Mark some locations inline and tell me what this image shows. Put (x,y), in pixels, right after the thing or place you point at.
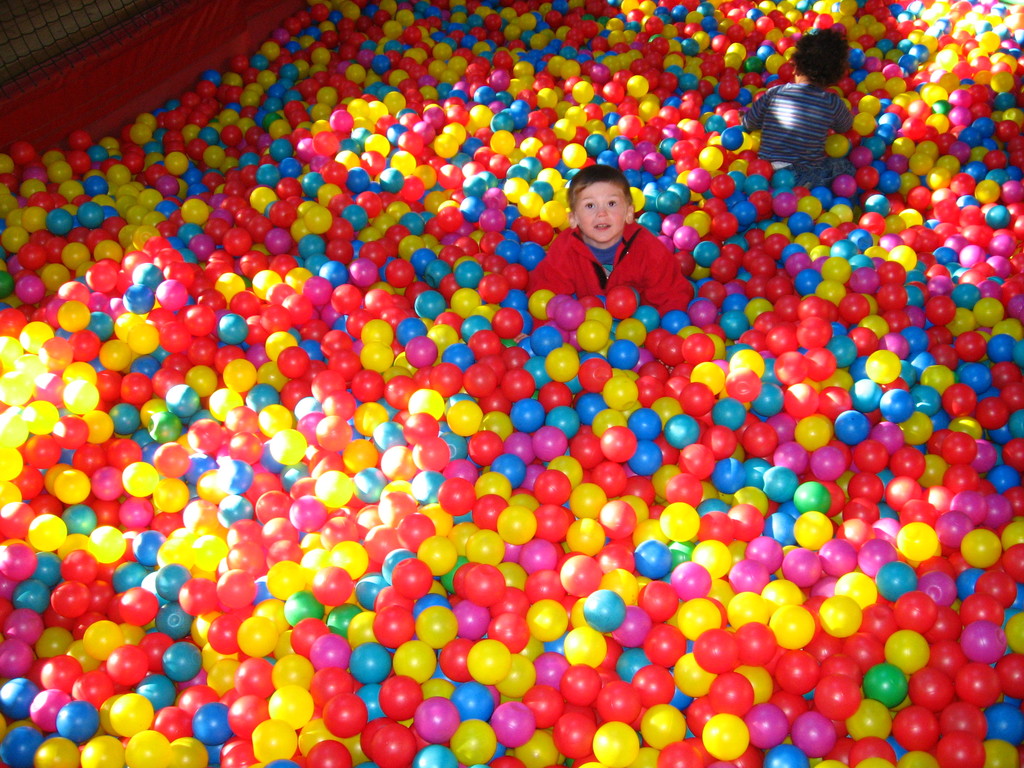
In this image there are two boys (626,246) who are playing with balls (533,232), and at the bottom (461,625) there are a group of balls (463,251) and in the background (97,33) there is a net (23,42) and a cloth (147,59).
